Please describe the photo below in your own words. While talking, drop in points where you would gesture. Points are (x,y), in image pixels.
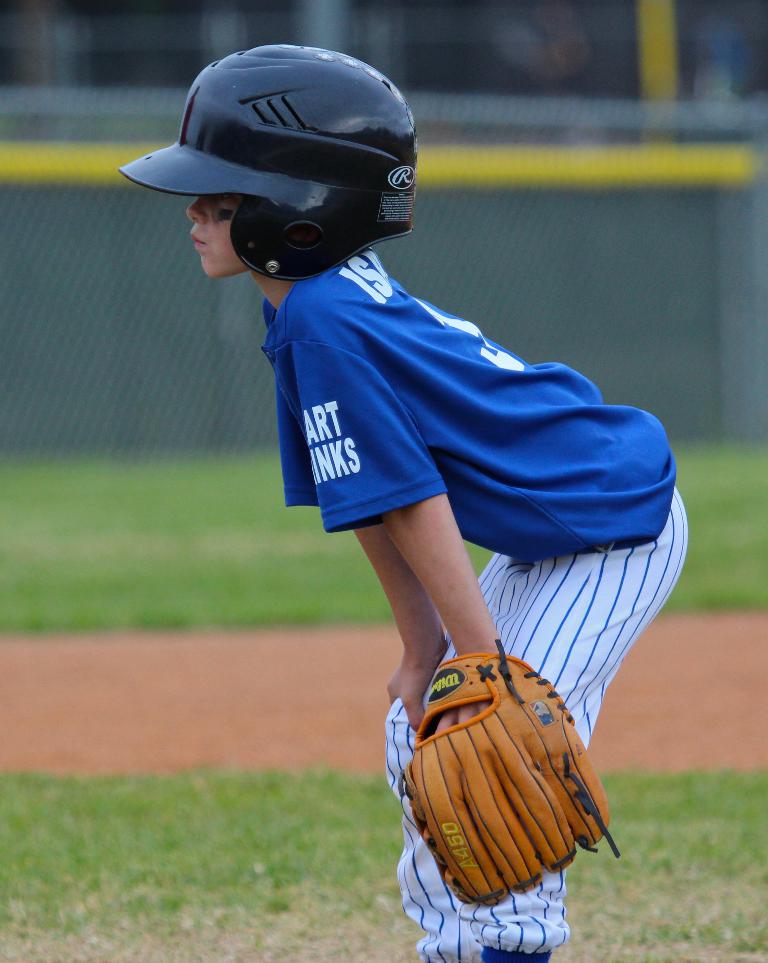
This picture shows a boy (438,549) standing and he wore a helmet (352,242) on his head (213,227) and a glove (471,684) to his hand (474,717) and we see grass (752,879) on the ground (692,794) and he wore a blue t-shirt (518,449) and a black helmet (316,188).
